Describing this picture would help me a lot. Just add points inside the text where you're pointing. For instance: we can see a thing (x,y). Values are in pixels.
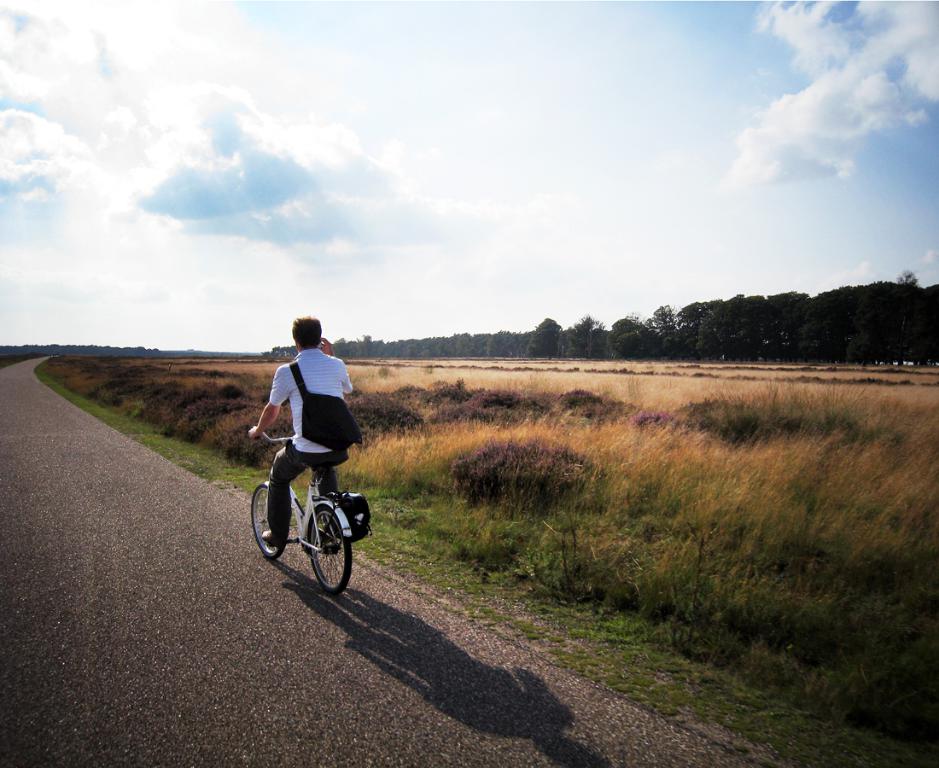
In this image there is a man (305,357) wearing a back pack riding a bicycle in the road (41,716) and at the back ground (126,397) there are plants (242,408), grass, trees (916,304) and the sky (588,313) covered with the clouds (144,158).
